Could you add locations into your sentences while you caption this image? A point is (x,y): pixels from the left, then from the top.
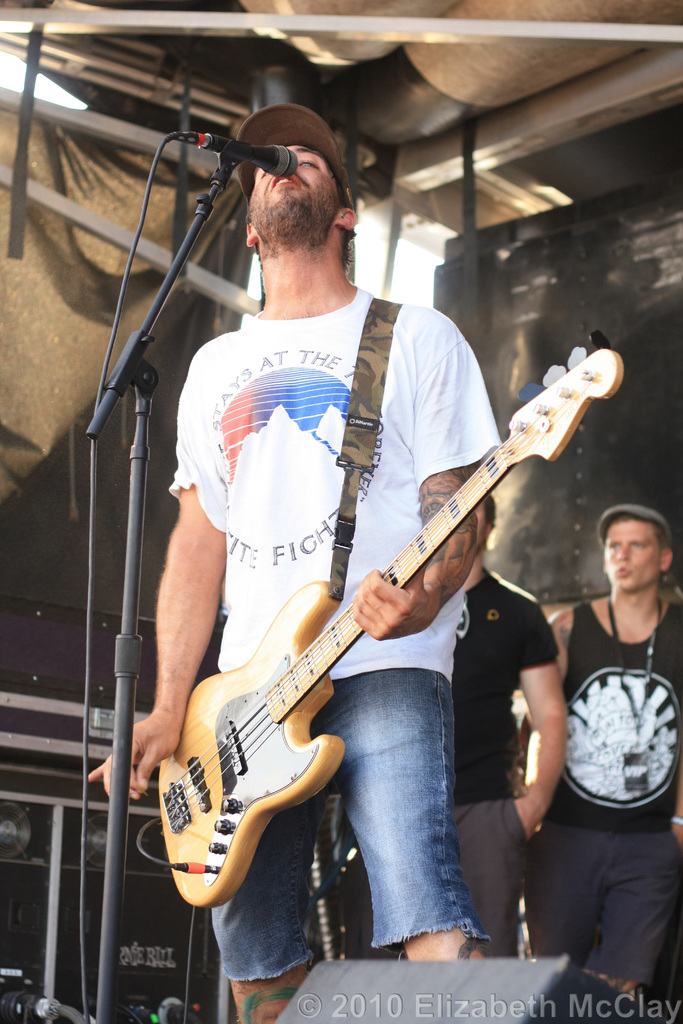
A man (363,788) is standing and also holding a guitar (527,409) and singing in the microphone (240,142) he wear a cap (316,145) behind him there are two persons (571,787) standing and looking at him.
